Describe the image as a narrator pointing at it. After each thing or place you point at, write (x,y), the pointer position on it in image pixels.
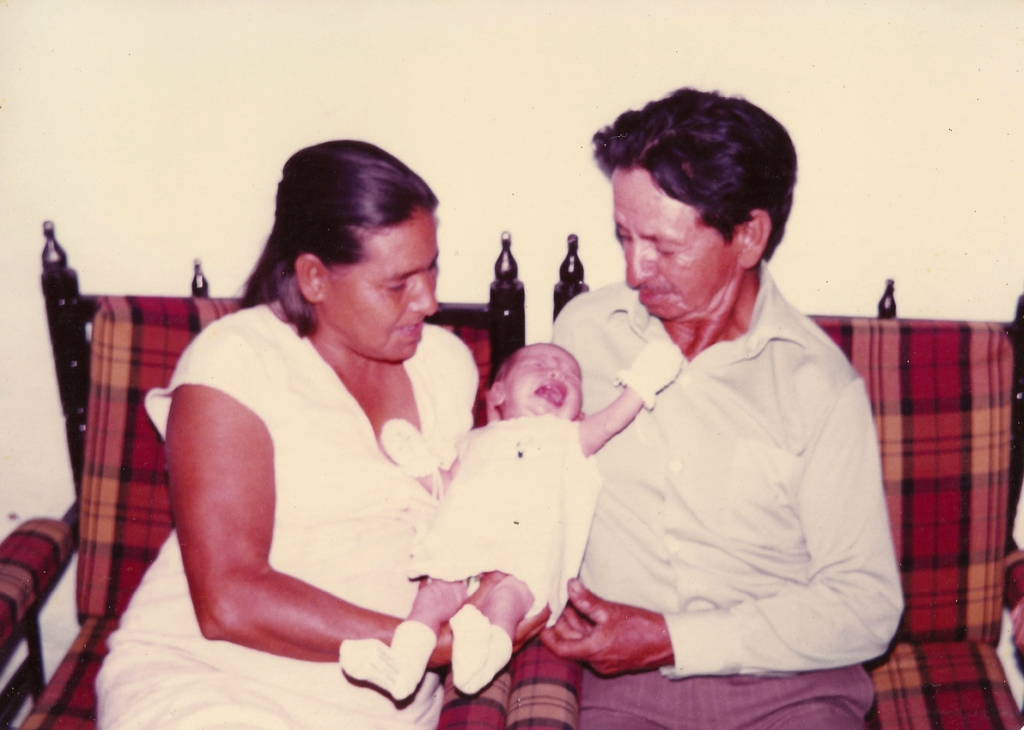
In the image there is a man (655,247) and woman (381,163) sitting on chairs (72,669) holding a baby (523,511) and behind them there is a wall (231,85).
